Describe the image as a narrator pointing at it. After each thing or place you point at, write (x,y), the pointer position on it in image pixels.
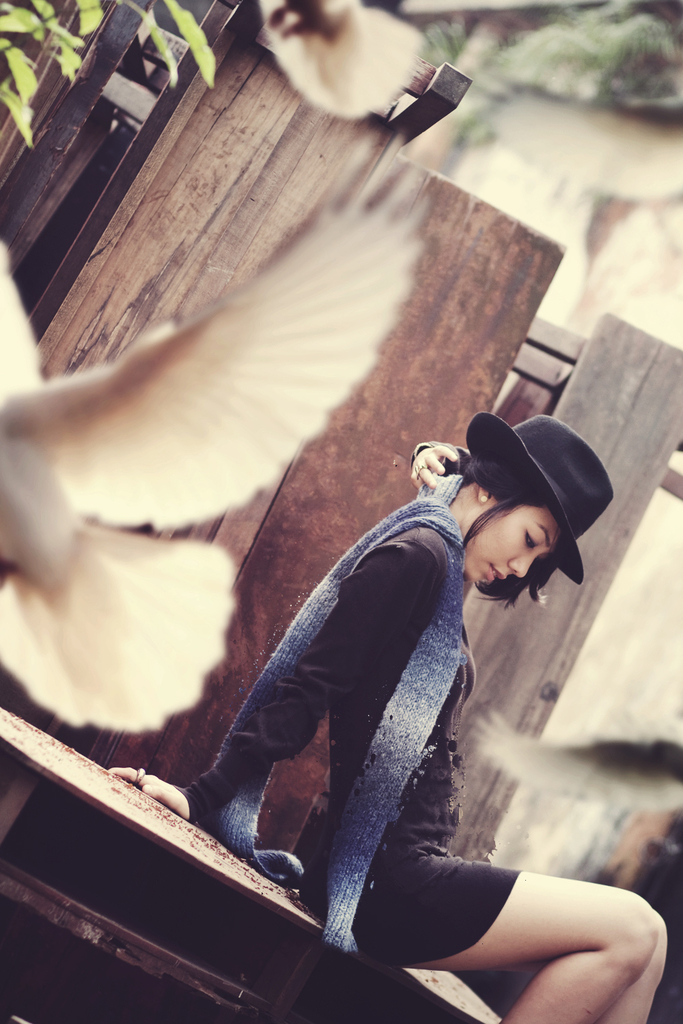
In this picture there is a girl (447,761) wearing black color t-shirt (406,645) with black cap (593,482) and blue muffler (331,933) sitting on the bench (314,950). Behind there is a wooden wall panels (352,417) and white pigeons (148,629) flying in the air (505,87). Behind there is a white wall (519,118) and some plants (515,81).
